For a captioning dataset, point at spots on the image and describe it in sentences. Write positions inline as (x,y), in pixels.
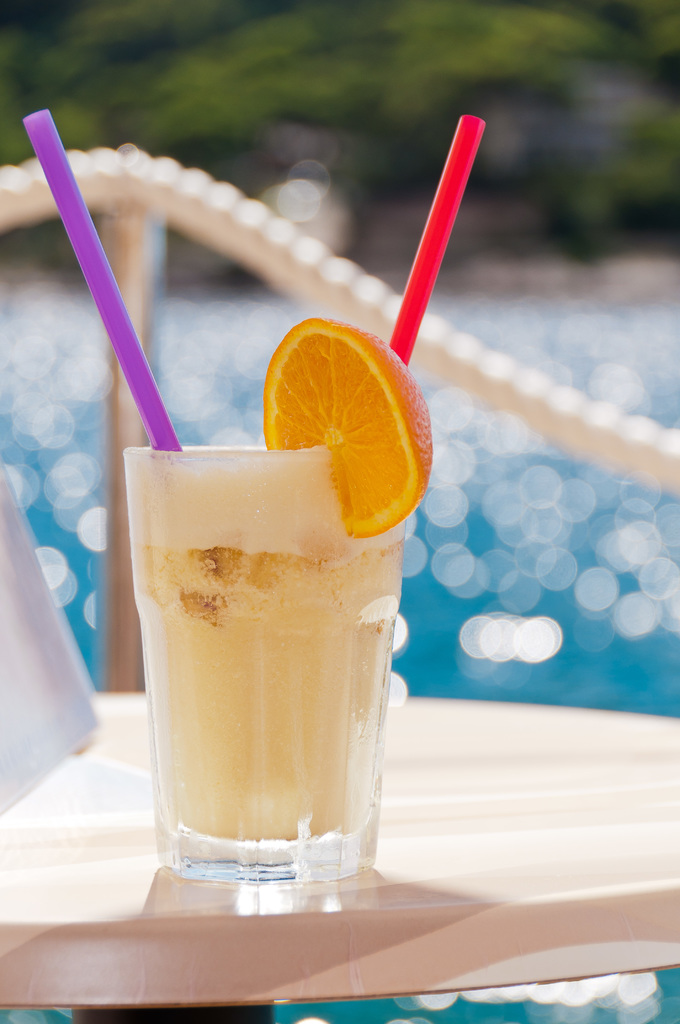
In this picture we can see a glass (205,630) with some liquid (215,491) and straws (147,381). On the glass (193,485) there is an orange slice (355,420) and the glass (197,699) is on the table (181,930). Behind the glass (240,542) they look like a rope (458,347), water (481,498) and trees (419,116).
